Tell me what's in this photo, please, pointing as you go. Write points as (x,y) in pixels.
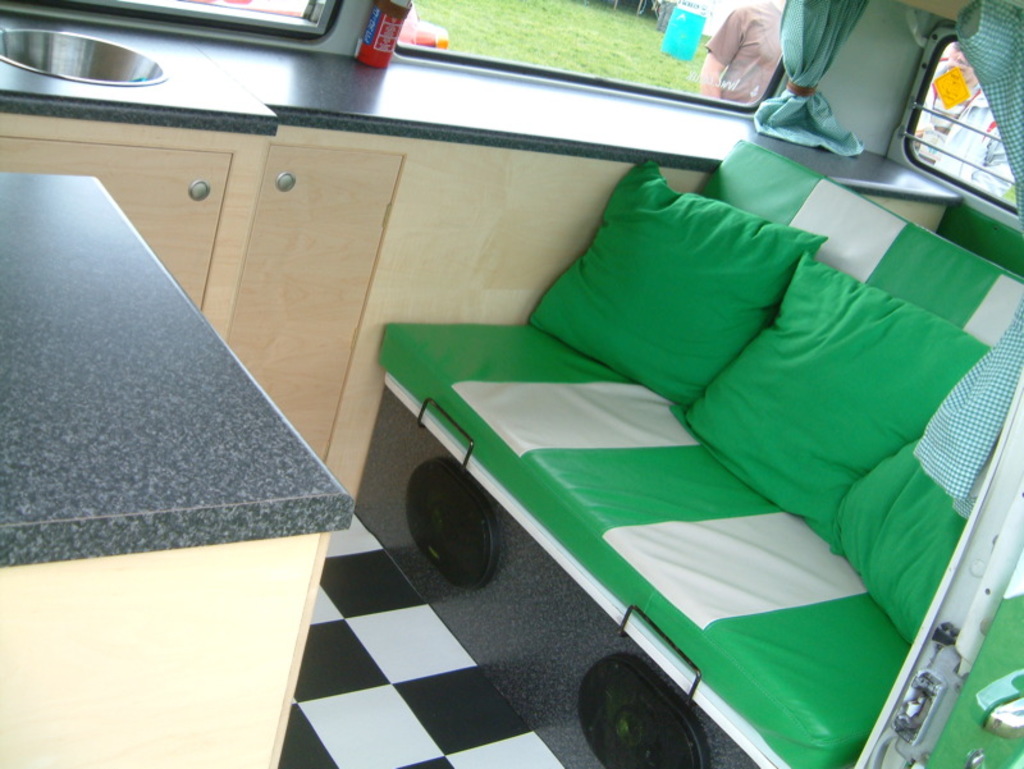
In this picture we can see pillows (796,437) on sofa (670,500), bottle (373,20) on shelf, under the shelf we can see cupboards (341,187). We can see glass windows (426,26), curtain (807,98) and cloth (787,101), through glass windows (682,41) we can see people (776,34), grass (640,41) and an object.
